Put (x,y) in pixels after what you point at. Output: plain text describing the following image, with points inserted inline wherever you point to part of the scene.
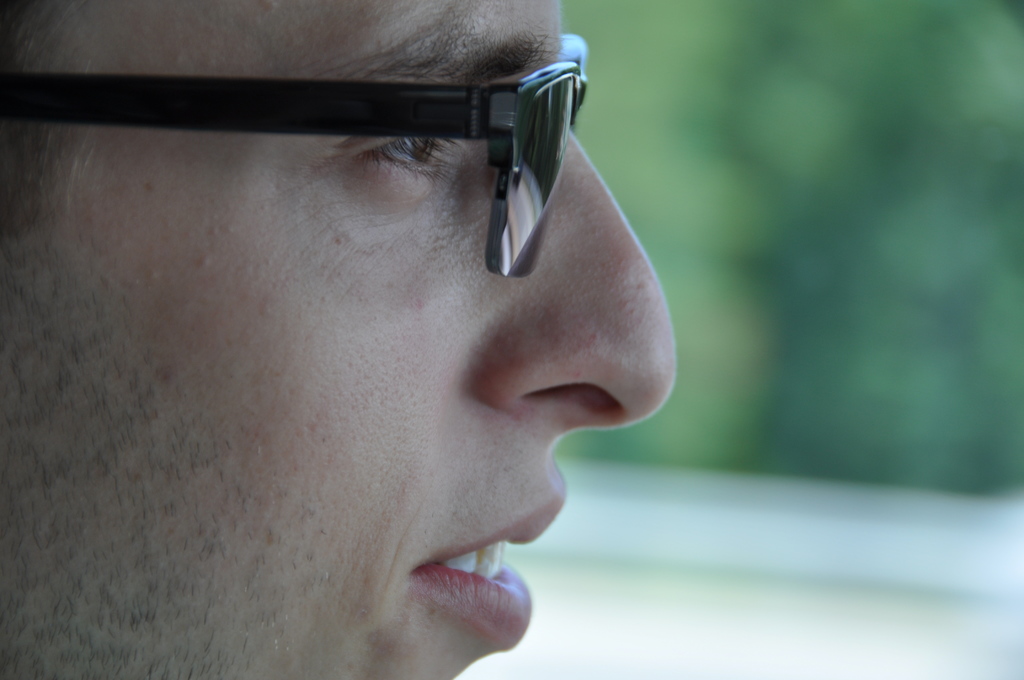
In this picture we can see a man (189,461) in the front (178,363), he wore spectacles (460,134), we can see a blurry background (903,172).
